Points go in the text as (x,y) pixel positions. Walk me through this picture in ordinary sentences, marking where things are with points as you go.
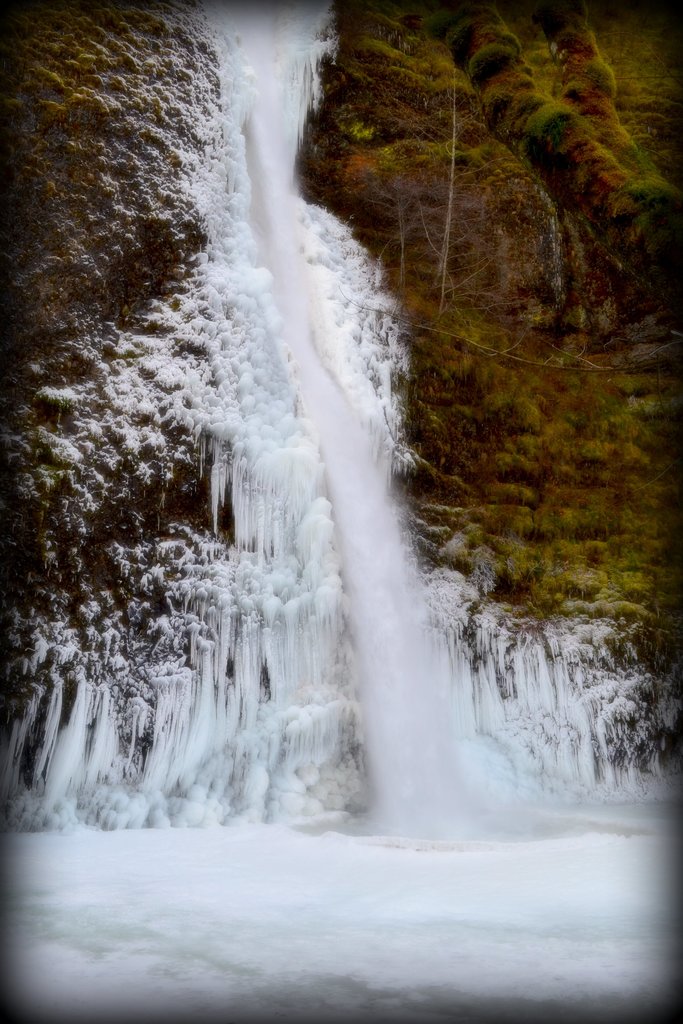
There is snow (362,958) and there is greenery (556,148) in the right corner (544,193).
